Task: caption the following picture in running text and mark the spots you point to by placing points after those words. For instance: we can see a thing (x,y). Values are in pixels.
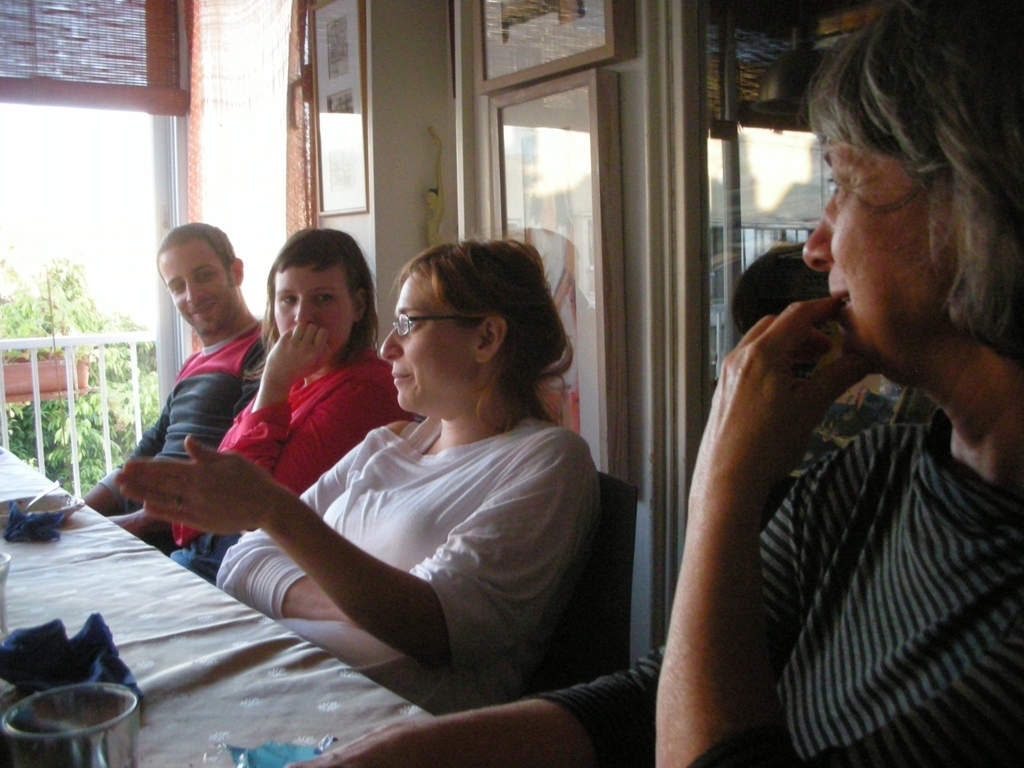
In this image i can see three women (442,479) and a man (224,404) sitting on a chair (588,558), there are few glasses (90,727) a cloth (113,661) on a table (136,634), at the back ground (539,227) there are few frames (558,226) attached the wall (446,214), a railing (99,344), a tree (108,357).
